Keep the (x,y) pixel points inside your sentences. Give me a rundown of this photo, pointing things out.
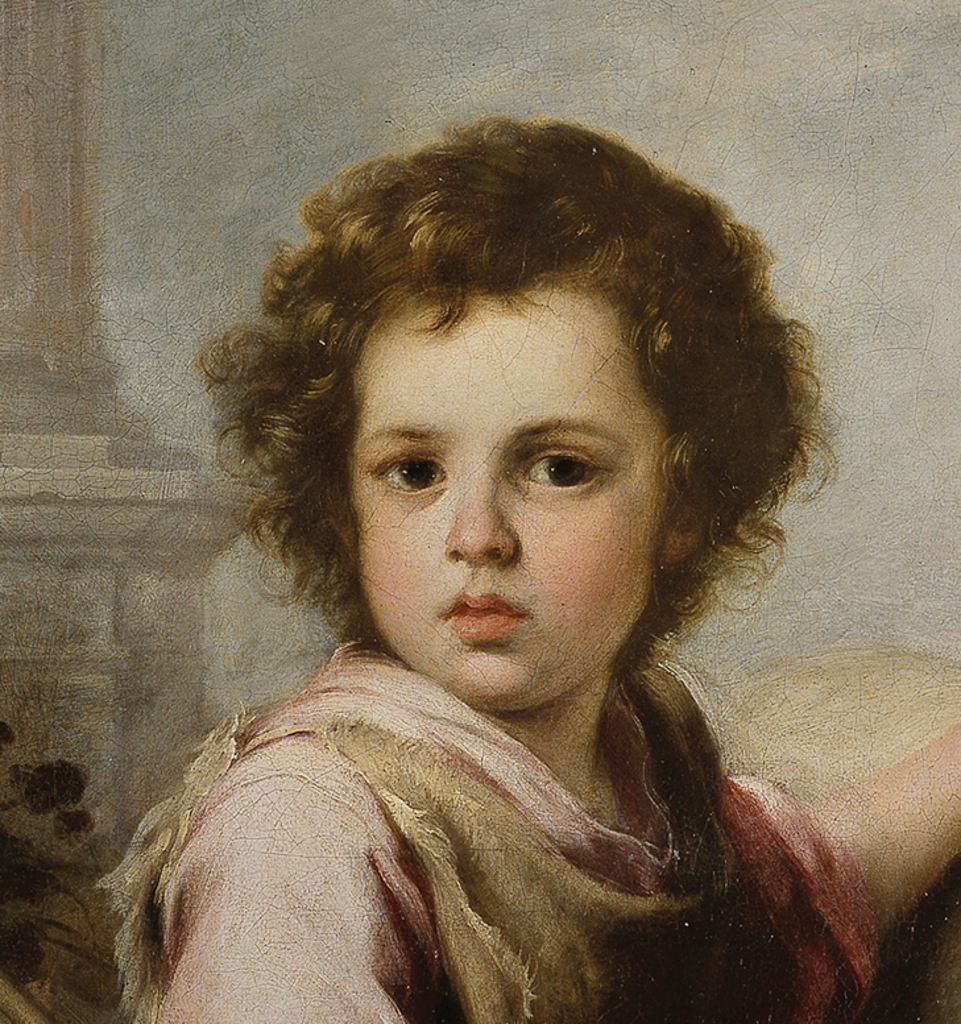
In this picture we can see painting (586,522) of a kid (358,639).
